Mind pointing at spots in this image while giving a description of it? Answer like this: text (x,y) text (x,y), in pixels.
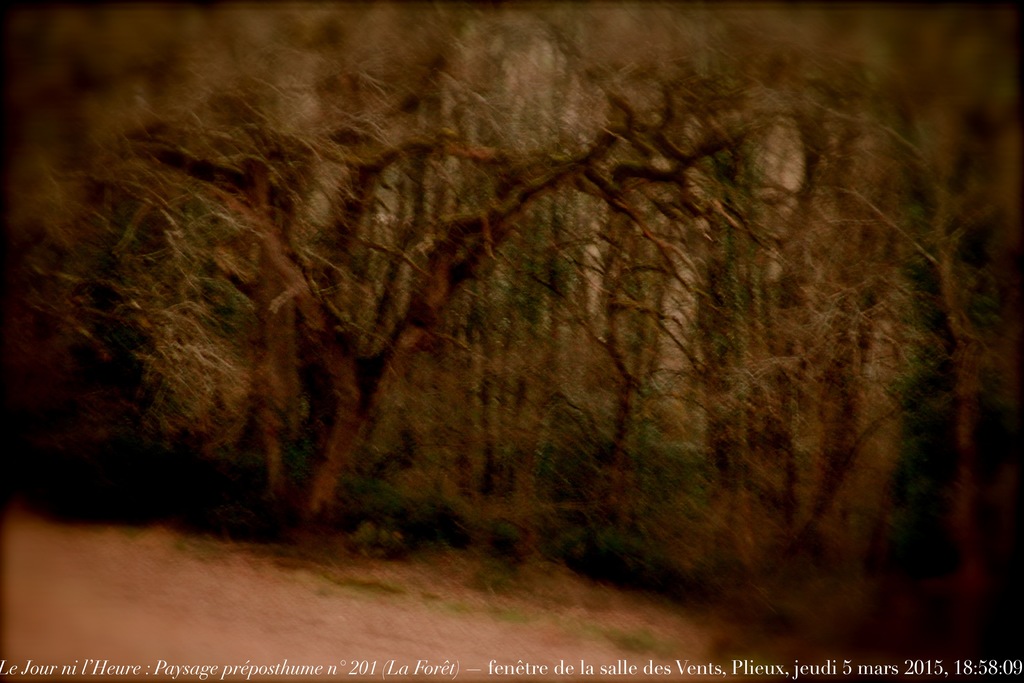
In the center of the image (564,376) there are trees (312,366).
